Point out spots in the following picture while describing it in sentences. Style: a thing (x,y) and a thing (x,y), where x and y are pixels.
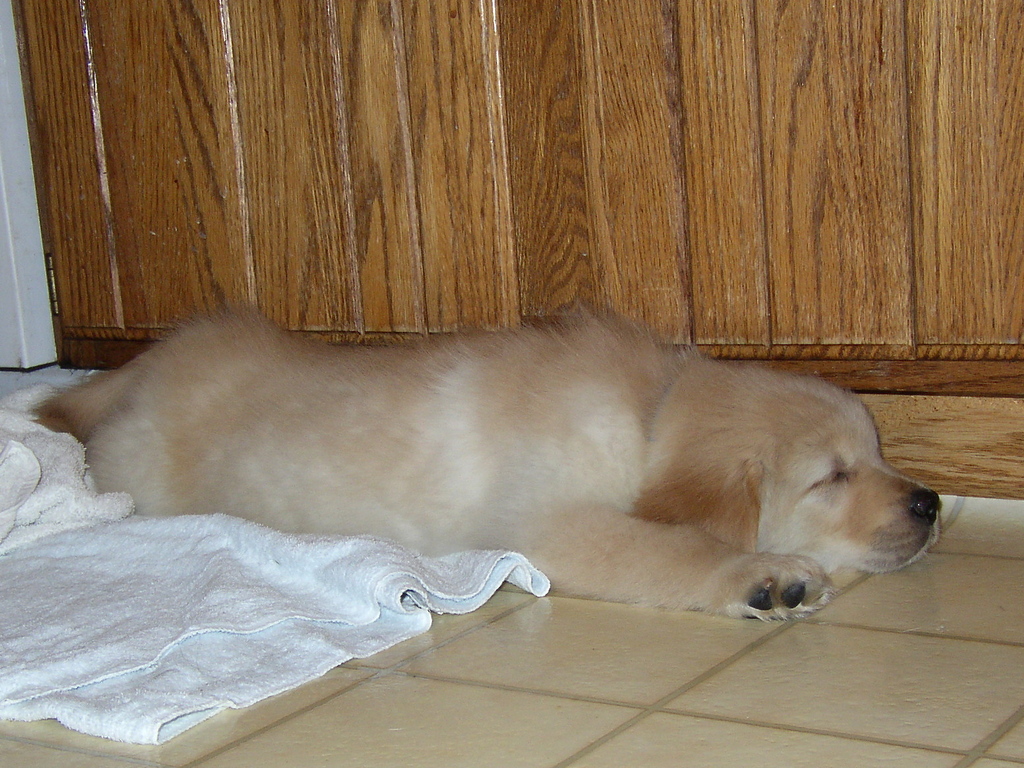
In this image we can see a dog (620,432) lying on a cloth (196,561) placed on the floor (843,632). In the background (485,131), we can see cupboard (891,349).
